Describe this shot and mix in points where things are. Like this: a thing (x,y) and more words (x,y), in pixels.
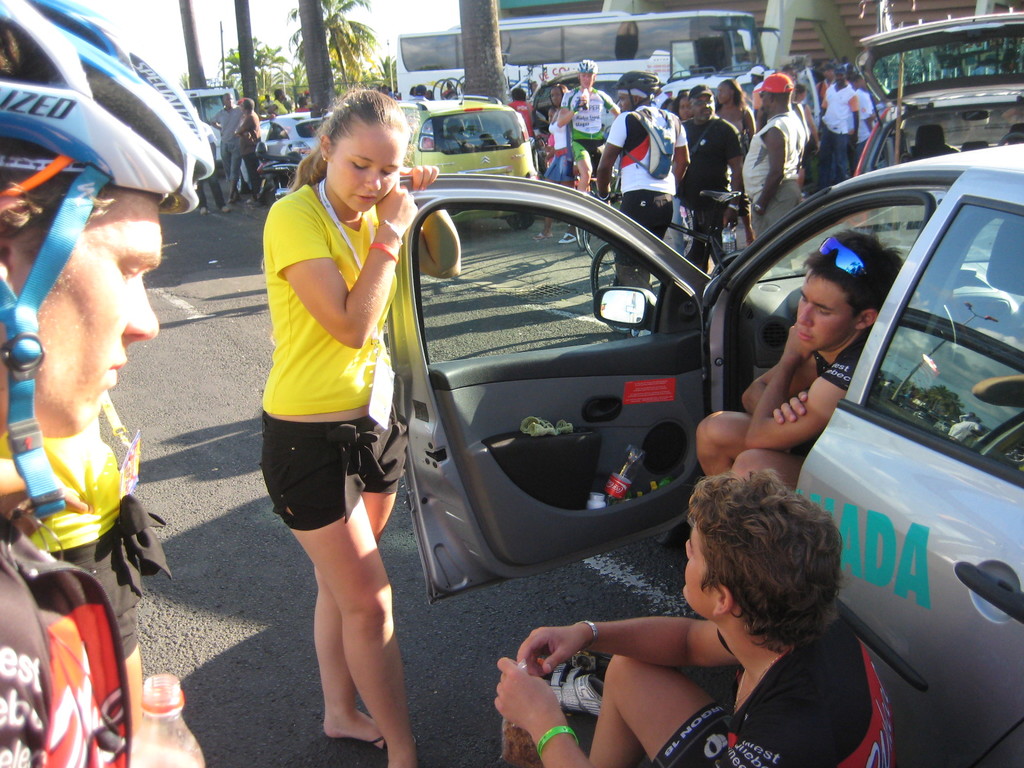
This image consists of many people (314,367). At the bottom (187,647), there is a road (169,561). And we can see many vehicles (935,24) in this image. On the left (84,573), the person (116,304) is wearing a helmet (148,158). In the front (359,556), there is a girl (344,502) standing is wearing a yellow T-shirt (294,236). In the background (323,58), we can see many trees (479,64). On the right (846,42), it looks like there is a building (824,22).
